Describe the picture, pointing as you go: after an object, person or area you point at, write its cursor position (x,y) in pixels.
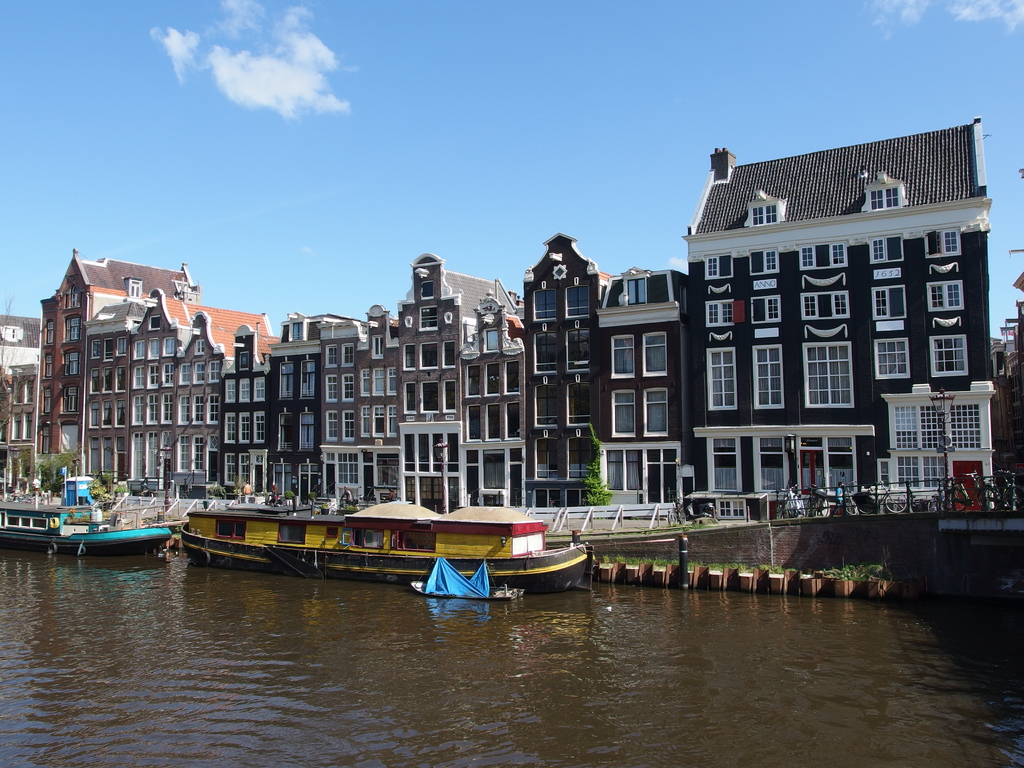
In this picture we can see few boats (209,558) on the water (265,656), in the background (336,448) we can find few people (845,500), and buildings (460,355), and also we can see trees (67,461).
